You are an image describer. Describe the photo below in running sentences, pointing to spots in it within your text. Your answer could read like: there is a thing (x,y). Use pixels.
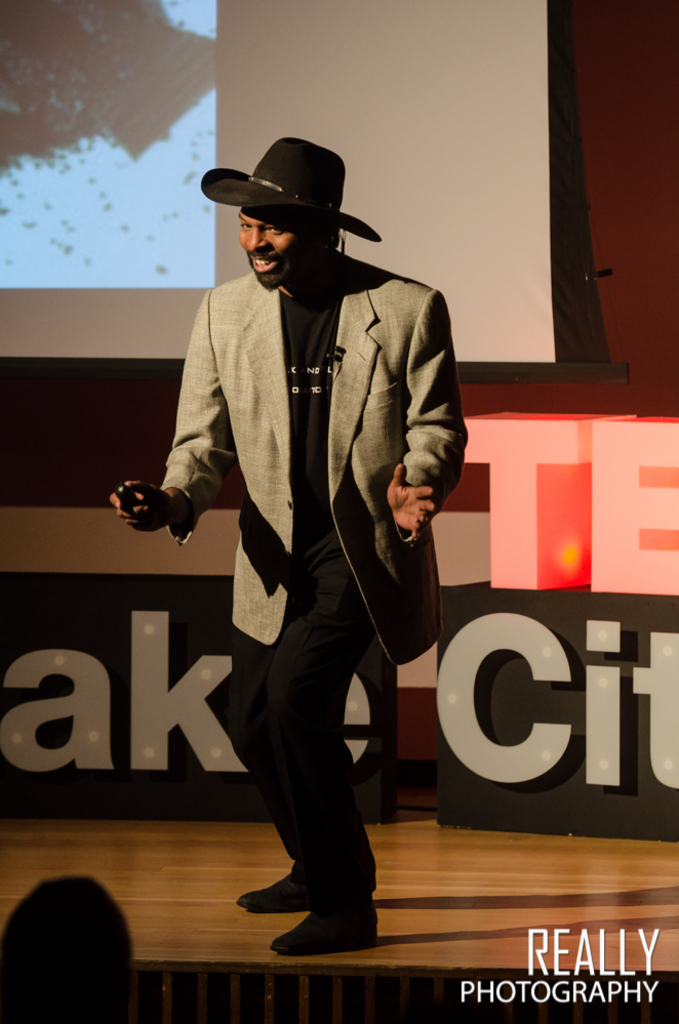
The man (321,466) in the middle of the picture (309,445) wearing black t-shirt (309,375) and grey blazer (268,372) is standing on the stage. He is even wearing black color cap (368,228). Behind him, we see a projector screen (473,347) and we even see a black color board (11,604) with some text (557,645) written on it. At the bottom of the picture (66,985), we see the head (95,993) of a man (59,1020). This picture might be clicked on a program.
